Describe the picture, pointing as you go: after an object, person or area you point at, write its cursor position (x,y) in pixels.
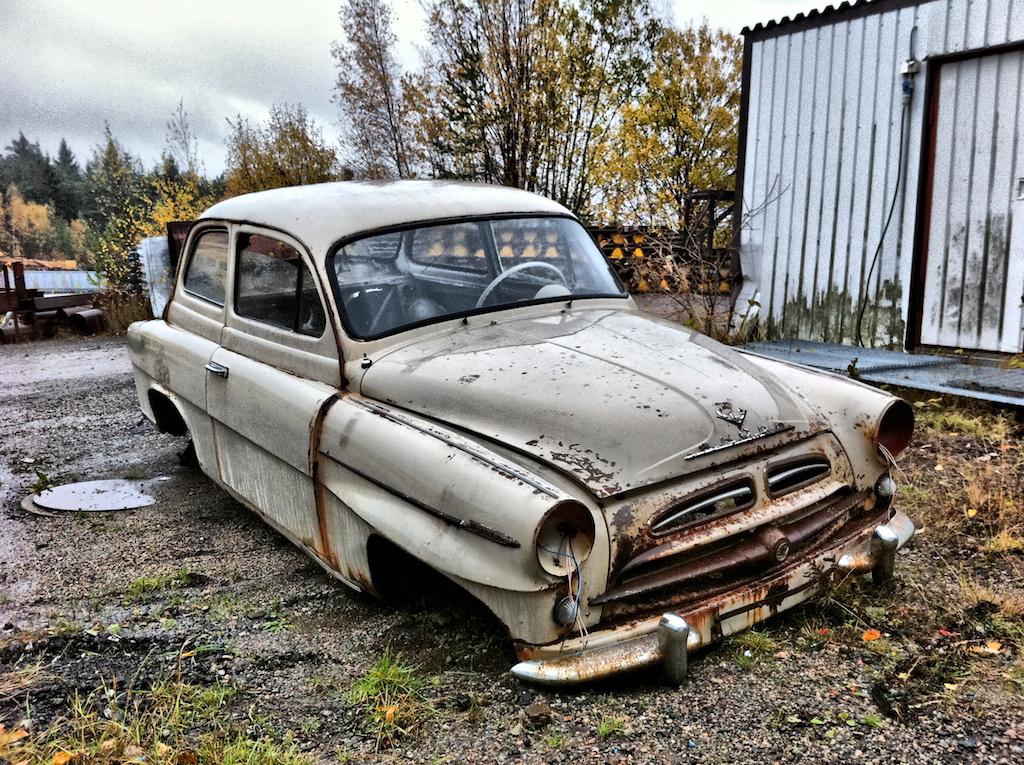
In this image we can see a car (415,473), on right side of the image (814,219) there is iron sheet shed (857,195) and in the background of the image (429,178) there are some trees (204,183) and cloudy sky (142,140).
